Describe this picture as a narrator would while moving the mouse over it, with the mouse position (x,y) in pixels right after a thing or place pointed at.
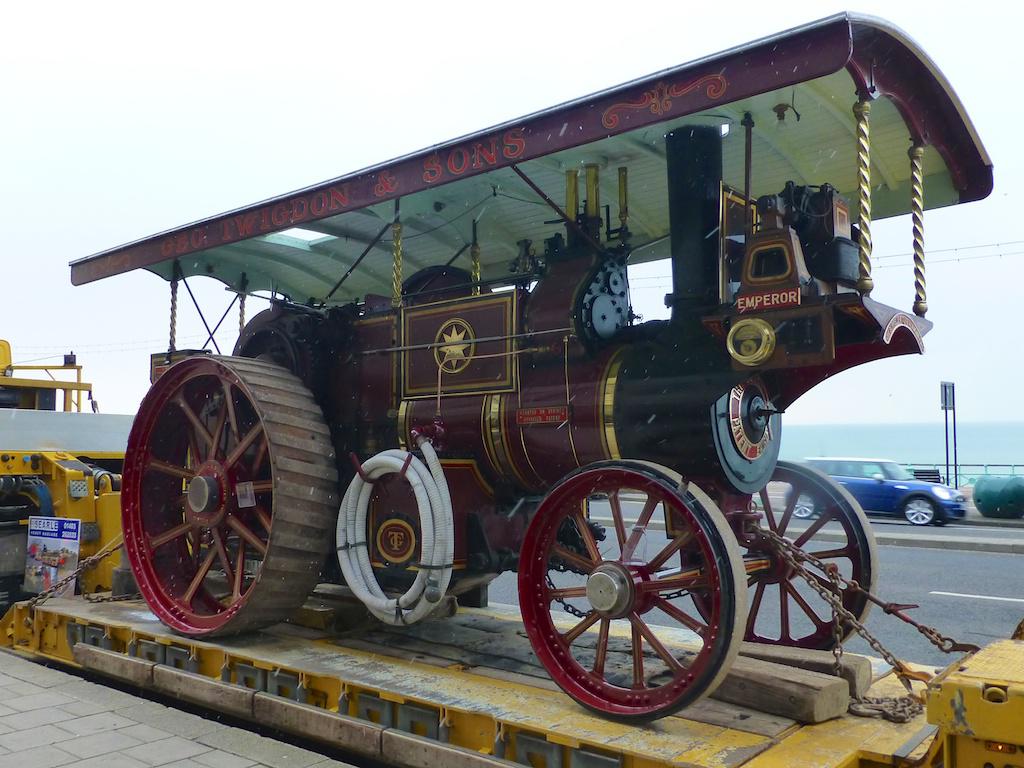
In the picture we can see steam engine locomotive (767,338) which is on a trailer (981,656) and tied with chains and beside it we can see a road (993,620) and beside the road (975,617) we can see a car (883,511) which is blue in color and near it we can see a board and in the background (1001,299) we can see a sky (160,169).
